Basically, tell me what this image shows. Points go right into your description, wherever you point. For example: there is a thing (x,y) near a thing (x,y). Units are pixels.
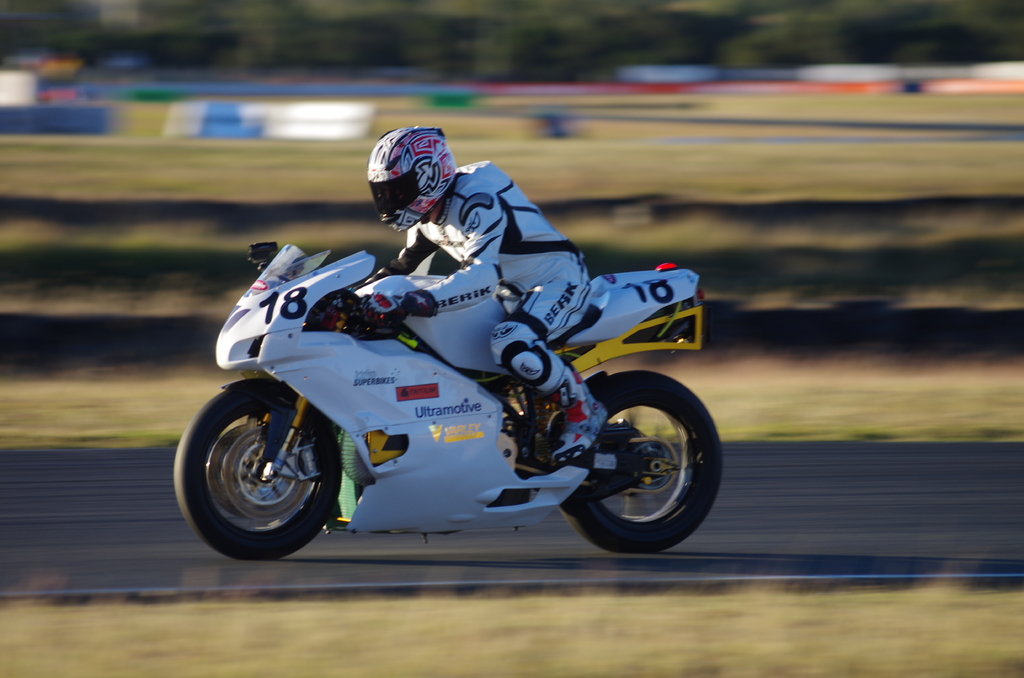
In this image there is bike (470,428) moving on road (188,551), in the background (460,96) it is blurred.
